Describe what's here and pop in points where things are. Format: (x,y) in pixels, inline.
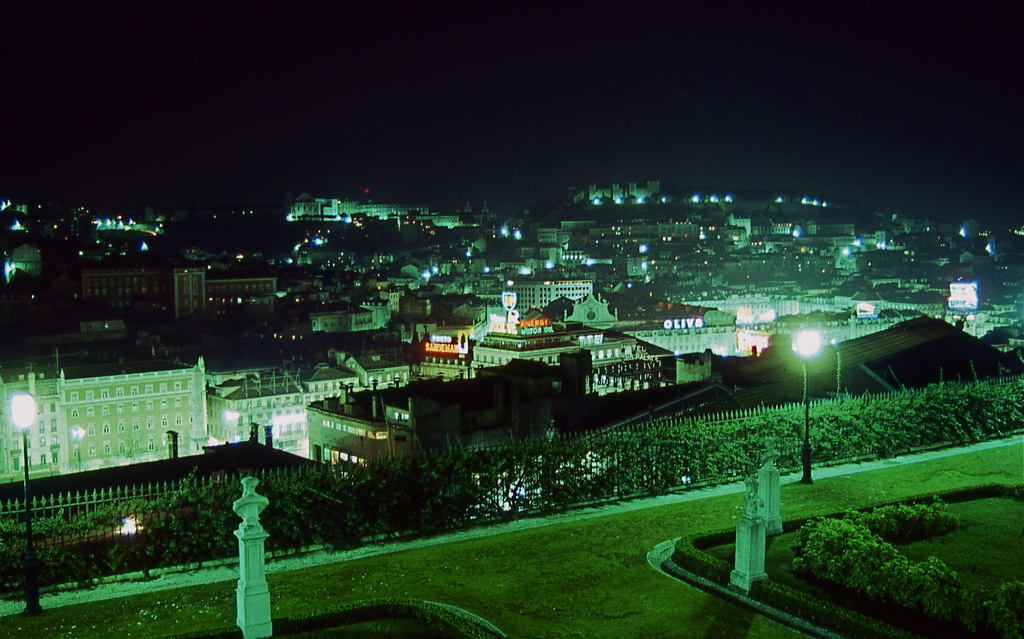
It is the image captured in the night time there is a city (430,351) and it is looking very colorful with a lot of lights (764,320) and there are plenty of buildings (85,405) and houses (140,275) visible in the image and in the background (554,105) there is a sky (722,134).
